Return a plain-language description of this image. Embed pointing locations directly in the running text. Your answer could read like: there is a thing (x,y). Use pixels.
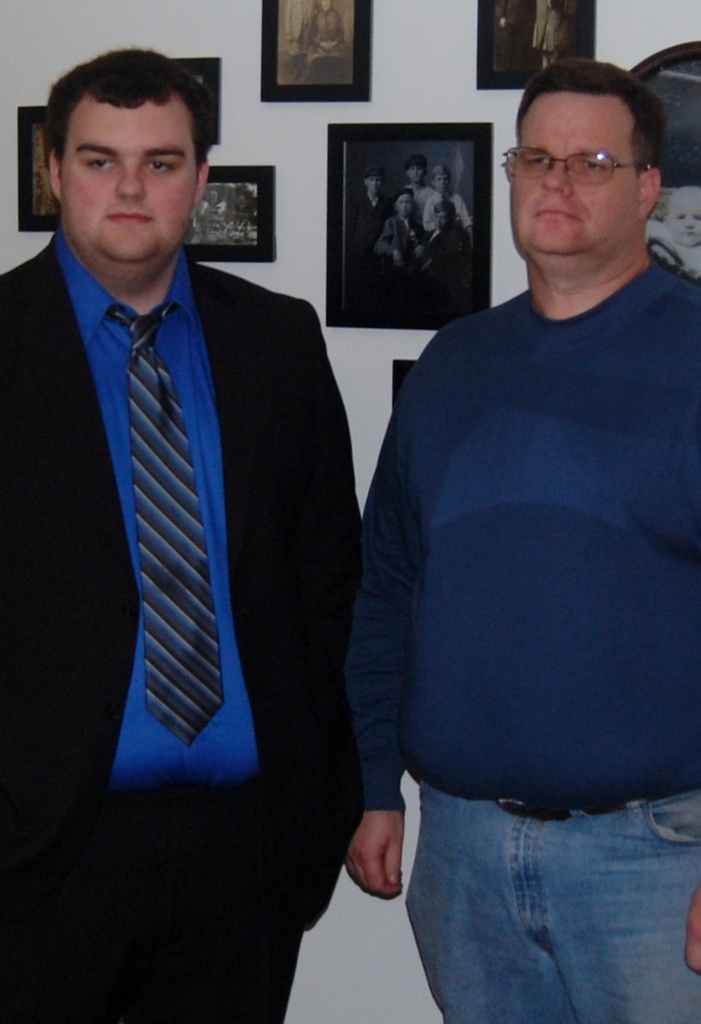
2 men (231,757) are standing. The person (175,657) at the left (137,598) is wearing a suit (135,1003). There is a white wall (379,74) behind them on which there are many photo frames (342,86).
